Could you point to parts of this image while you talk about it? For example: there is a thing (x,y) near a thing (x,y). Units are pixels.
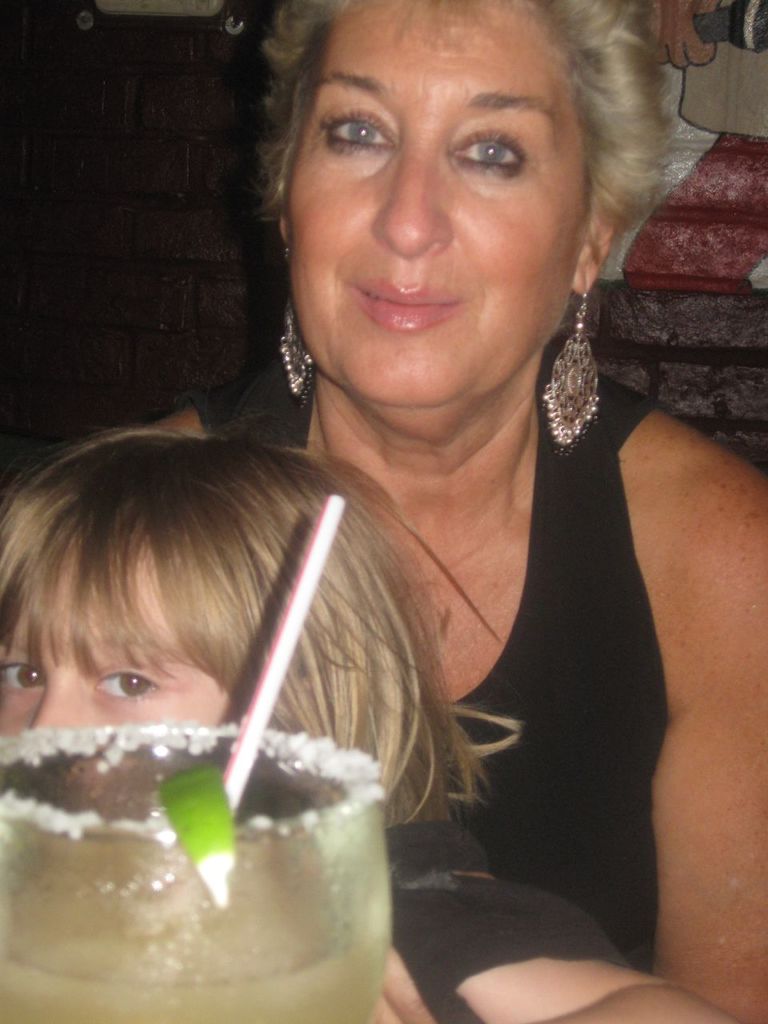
In this picture we can see a woman (584,721) holding a kid (579,959) in the front (583,965), at the left bottom (224,950) there is a glass of drink (202,970) and a straw (243,738), in the background (191,189) we can see a wall (213,204), there is a frame (127,9) at the top of the picture (168,13), on the right side (741,101) we can see a painting (714,177).
